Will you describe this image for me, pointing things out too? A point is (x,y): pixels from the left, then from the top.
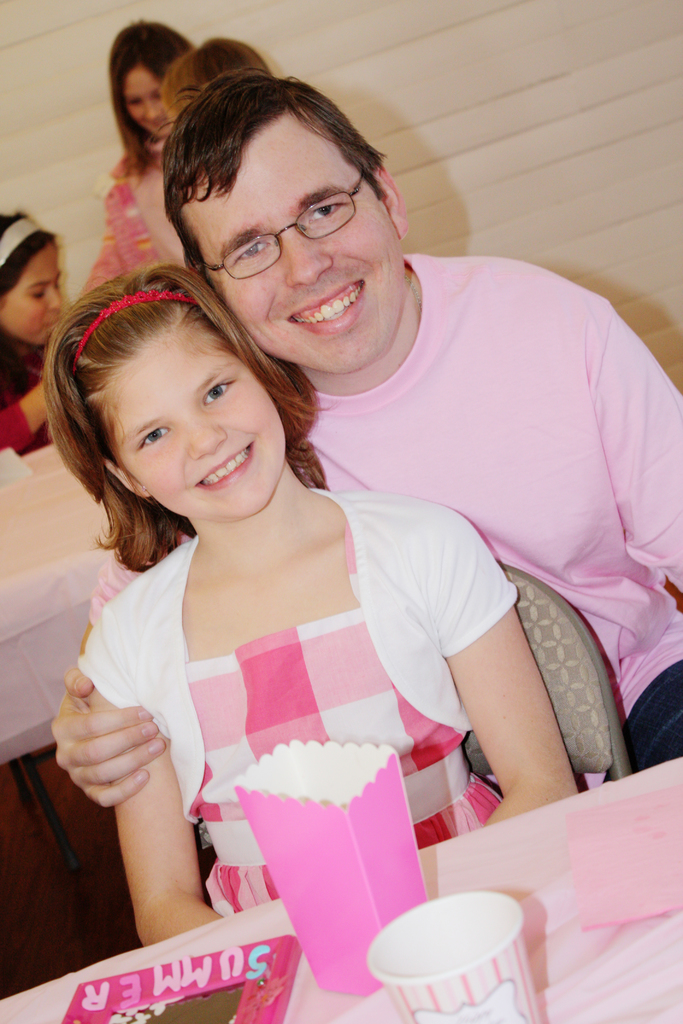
In this image we can see three people (77,317) are sitting on the chairs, two tables (31,729) covered with table cloth (11,575), two women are standing, some objects (351,850) are on the table (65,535) and backside of these people (49,341) there is a white wall (49,88).
